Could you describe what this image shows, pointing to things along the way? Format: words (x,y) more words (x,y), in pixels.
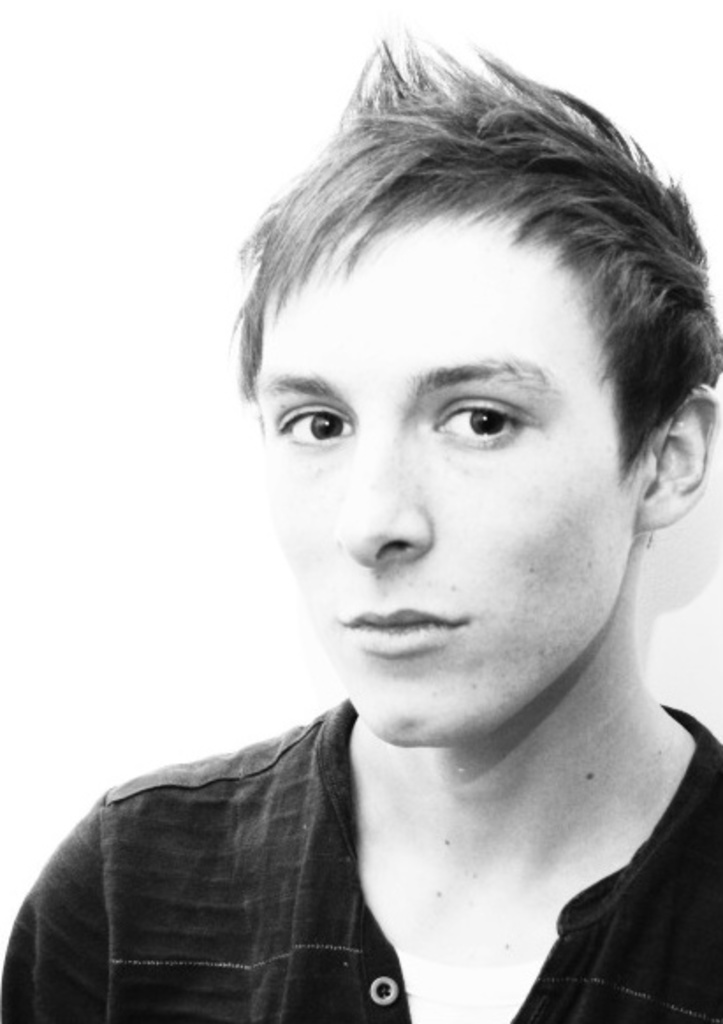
At the bottom of this image (425,938), there is a person (174,966) in a shirt (174,966), watching something. And the background (178,18) is white in color.
